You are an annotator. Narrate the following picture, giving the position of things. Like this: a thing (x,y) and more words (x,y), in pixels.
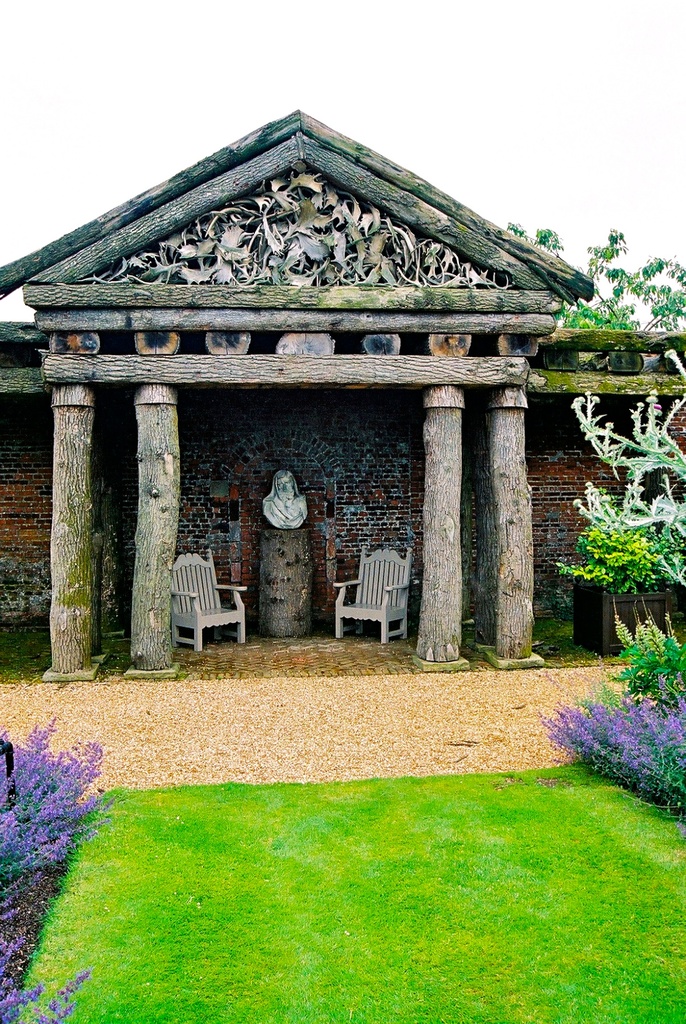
At the bottom of the picture (378,941), we see grass (411,902). On either side of the picture, we see the plants (650,740) which have flowers (42,742) and these flowers (599,733) are in violet color. In the middle of the picture (389,680), we see the pavement (356,766). Beside that, we see a shed like structure (318,271) under which chairs (222,608) and a statue (291,490) or an idol (295,506) is placed. Behind that, we see a wall (554,493) which is made up of the bricks (246,452). There are trees (657,309) in the background (627,285). At the top (479,119), we see the sky (325,65).
